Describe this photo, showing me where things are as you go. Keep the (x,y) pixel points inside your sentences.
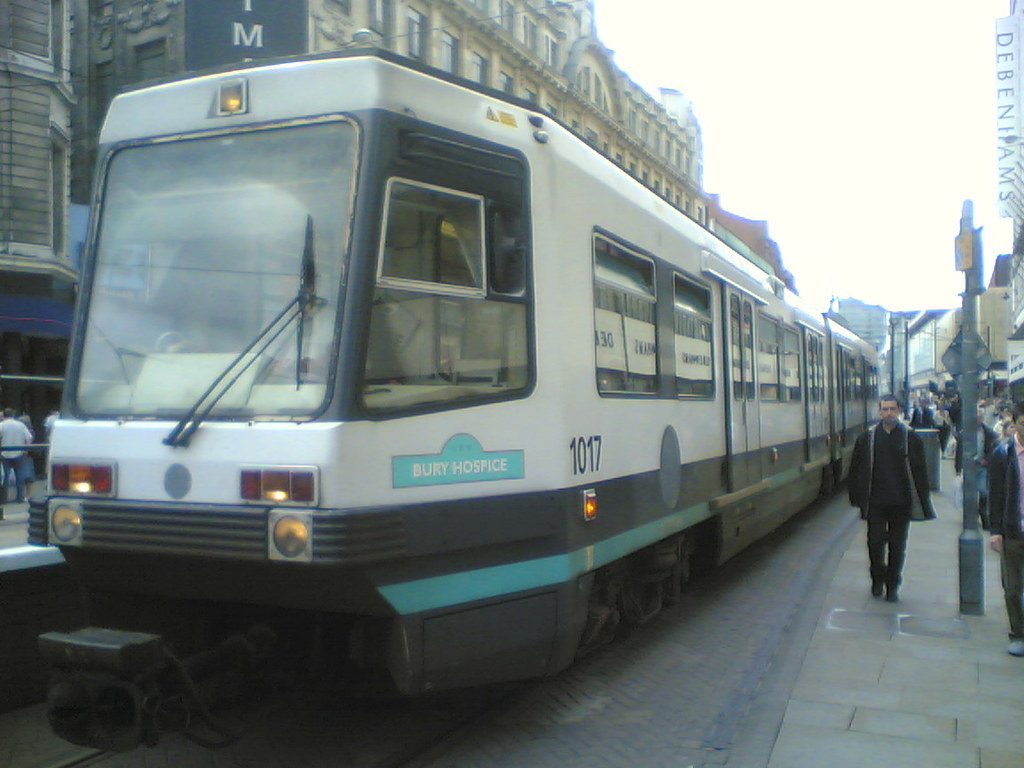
This is an outside view. In the middle of the image (529,362) there is a train (700,427). on the right (980,454) and left side of the image (19,437) I can see few people (884,460) standing and walking on the ground (934,660). On the right side (969,549) there is a pole (972,312). In the background (736,227) there are many buildings (580,94). At the top of the image (873,126) I can see the sky (802,109).
